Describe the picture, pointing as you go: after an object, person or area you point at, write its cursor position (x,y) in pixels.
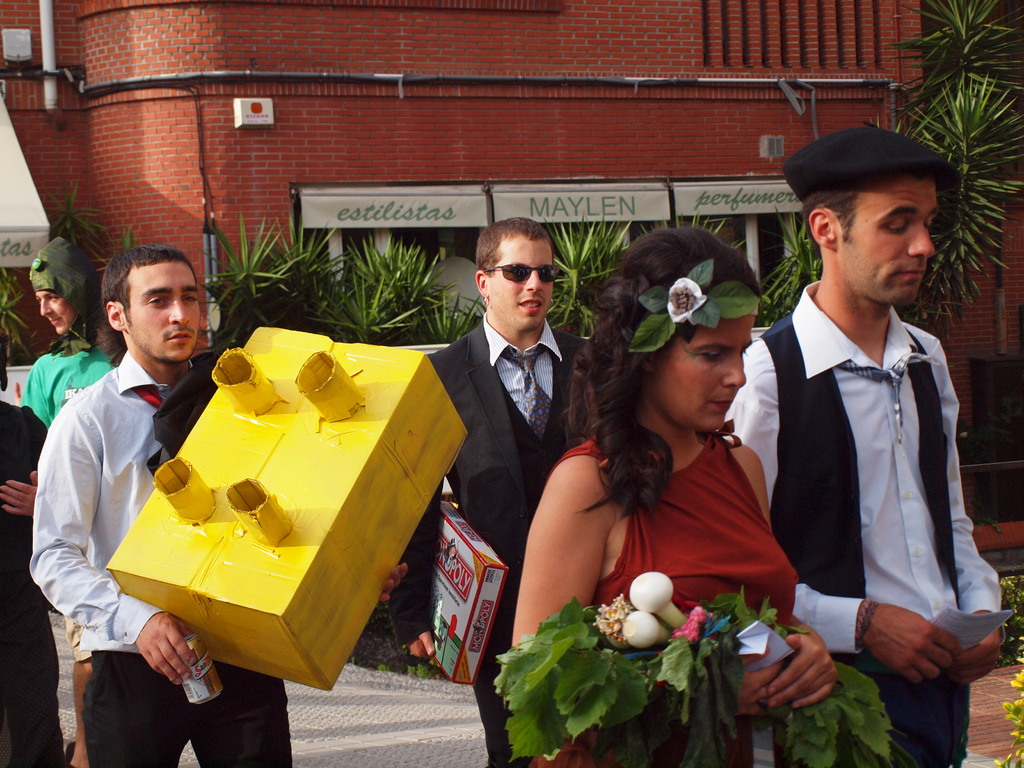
In the middle of the image (538,355) few people (79,317) are walking and holding some boxes (231,429), papers (978,623) and leaves (569,608). Behind them we can see some plants (81,229) and buildings (425,139).
